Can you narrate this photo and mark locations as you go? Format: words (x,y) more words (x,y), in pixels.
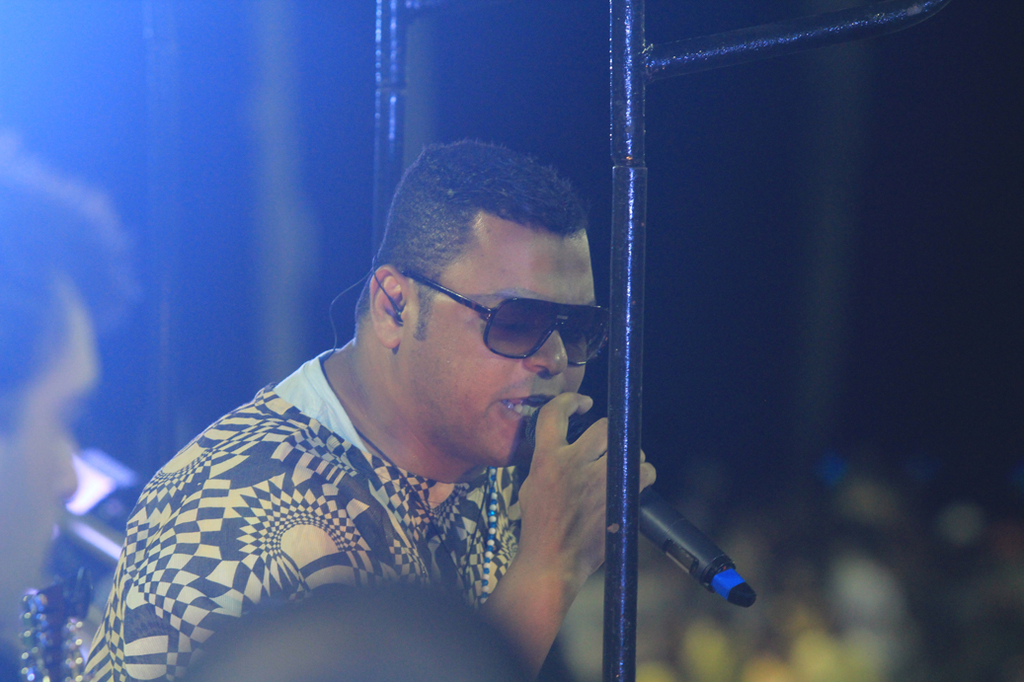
In this picture is a man (394,487) standing, he is wearing sunglasses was holding the microphone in his right hand (575,508) and singing there's another person (42,397) standing on the left (42,397).
